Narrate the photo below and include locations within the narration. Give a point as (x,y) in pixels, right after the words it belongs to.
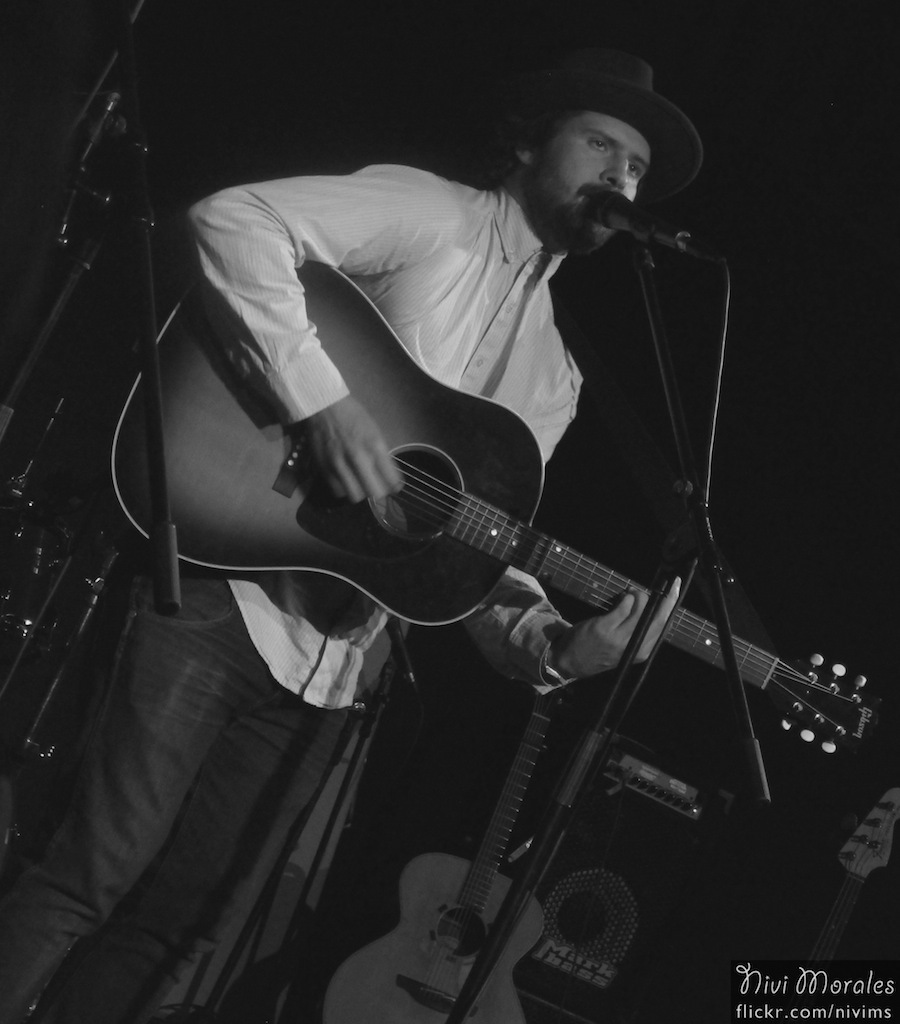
In this picture a man (488,282) is singing and playing guitar (478,406) in front of microphone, in the background (537,707) we can see some musical instruments (43,569).
